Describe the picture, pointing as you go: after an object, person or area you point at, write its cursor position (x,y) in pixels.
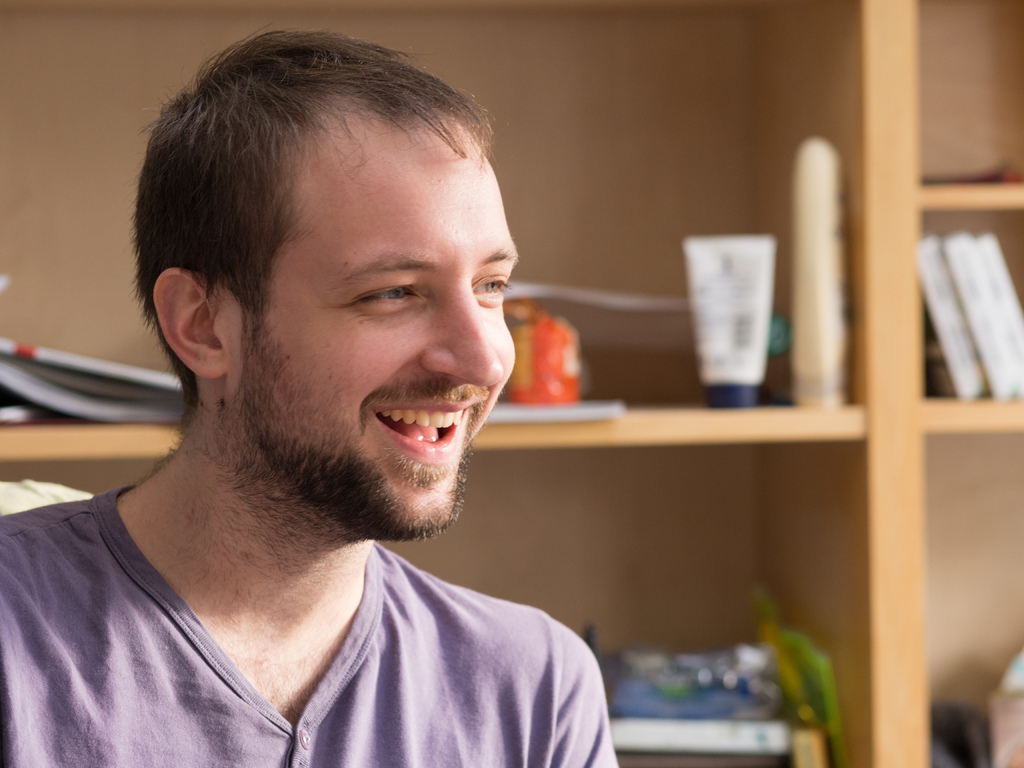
This picture is clicked inside. In the foreground (357,325) there is a man (345,655) smiling and in the background (850,381) we can see the wooden cabinet (821,26) containing books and bottles (801,267) and many other objects (763,319).
